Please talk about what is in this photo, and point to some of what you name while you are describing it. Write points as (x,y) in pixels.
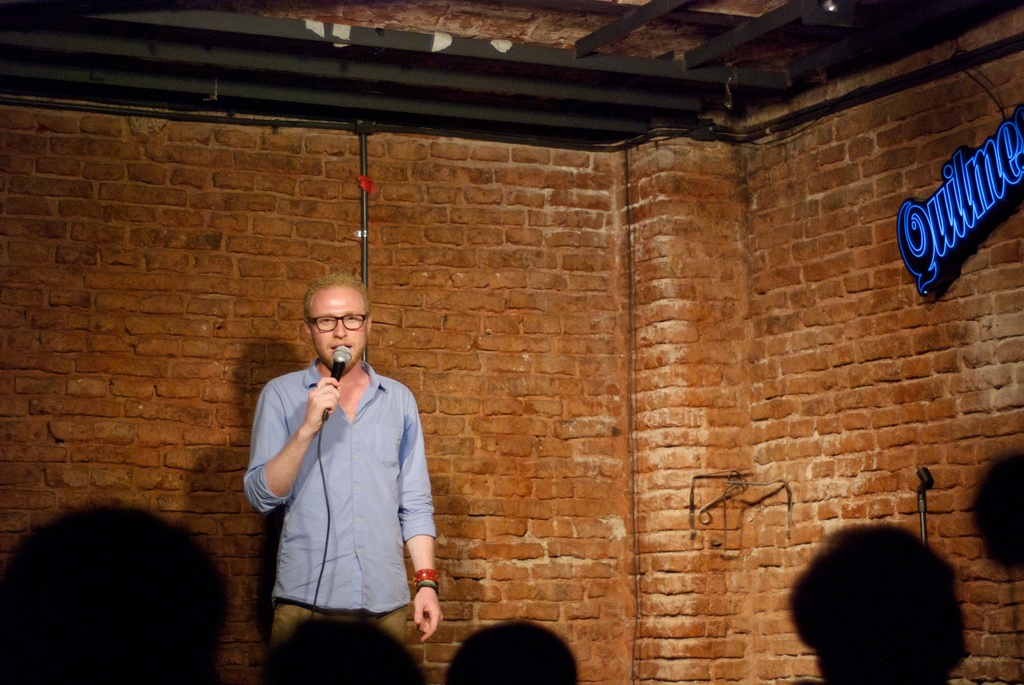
In this image i can see a person (329,484) standing and holding a microphone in his hand (314,416). In the background (515,291) i can see a wall (496,295) made of bricks (462,299).
